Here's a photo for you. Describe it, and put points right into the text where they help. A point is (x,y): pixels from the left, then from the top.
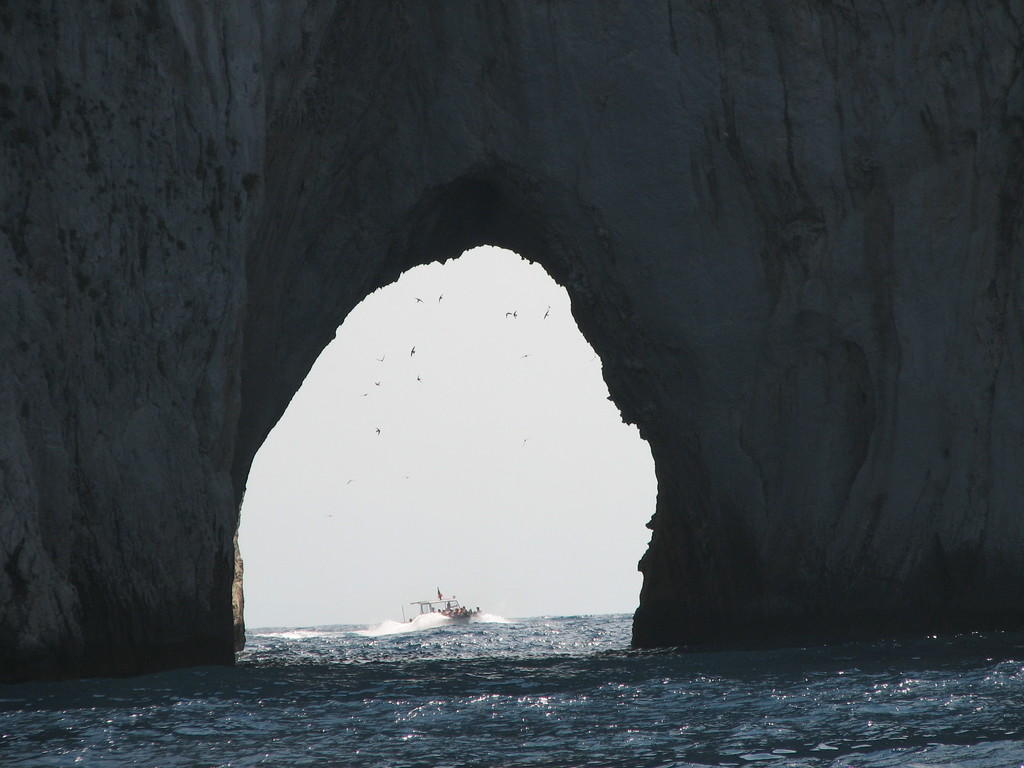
In this image we can see tunnel (689,317), boat (424,610), birds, sky (429,491) and water (384,727).
